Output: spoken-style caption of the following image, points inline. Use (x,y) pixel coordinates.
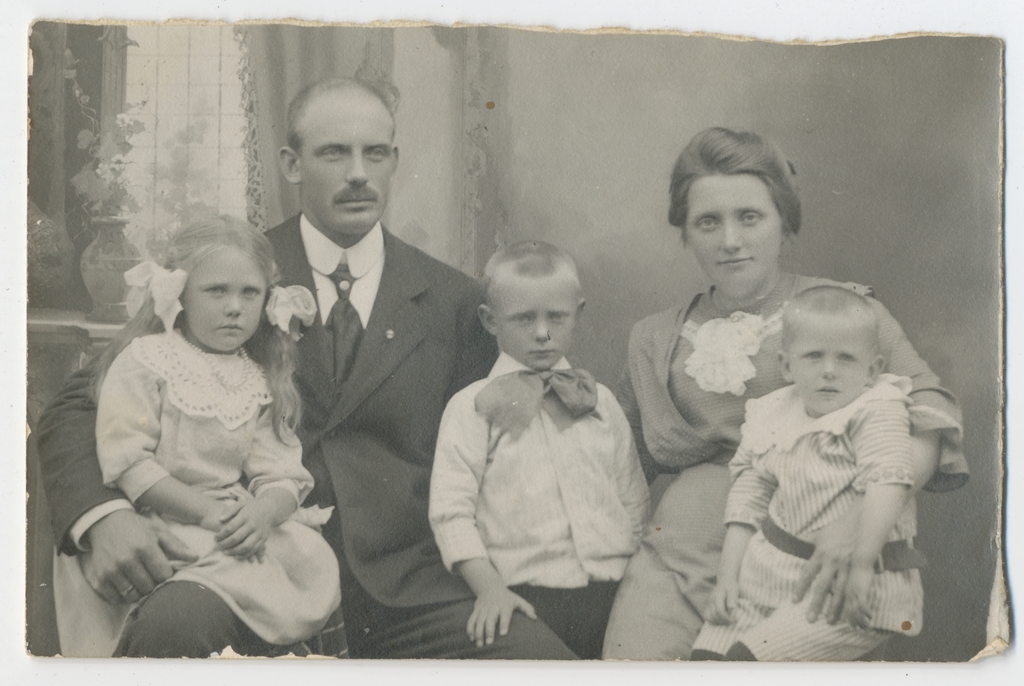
In this picture I can see a photo (190,372) on an object (528,682), where there are five persons (197,617) in the photo (787,127).
